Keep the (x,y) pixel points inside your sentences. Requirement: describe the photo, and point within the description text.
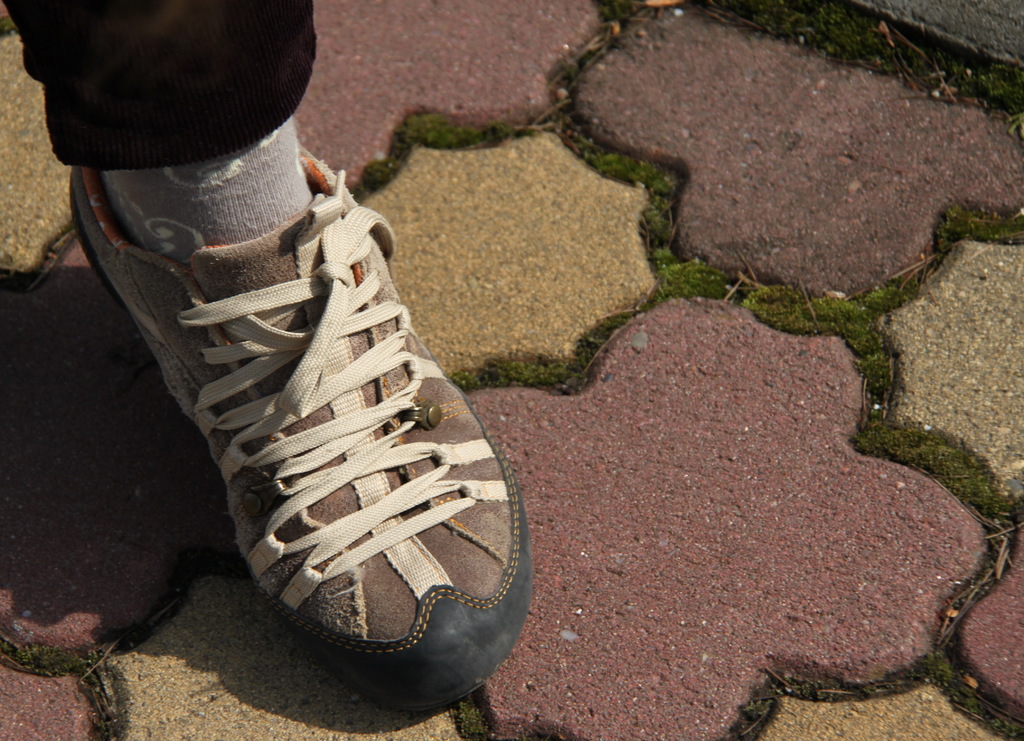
In this image we can see a person's leg (139,7) wearing socks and shoes (342,549) is on the ground (588,451).
